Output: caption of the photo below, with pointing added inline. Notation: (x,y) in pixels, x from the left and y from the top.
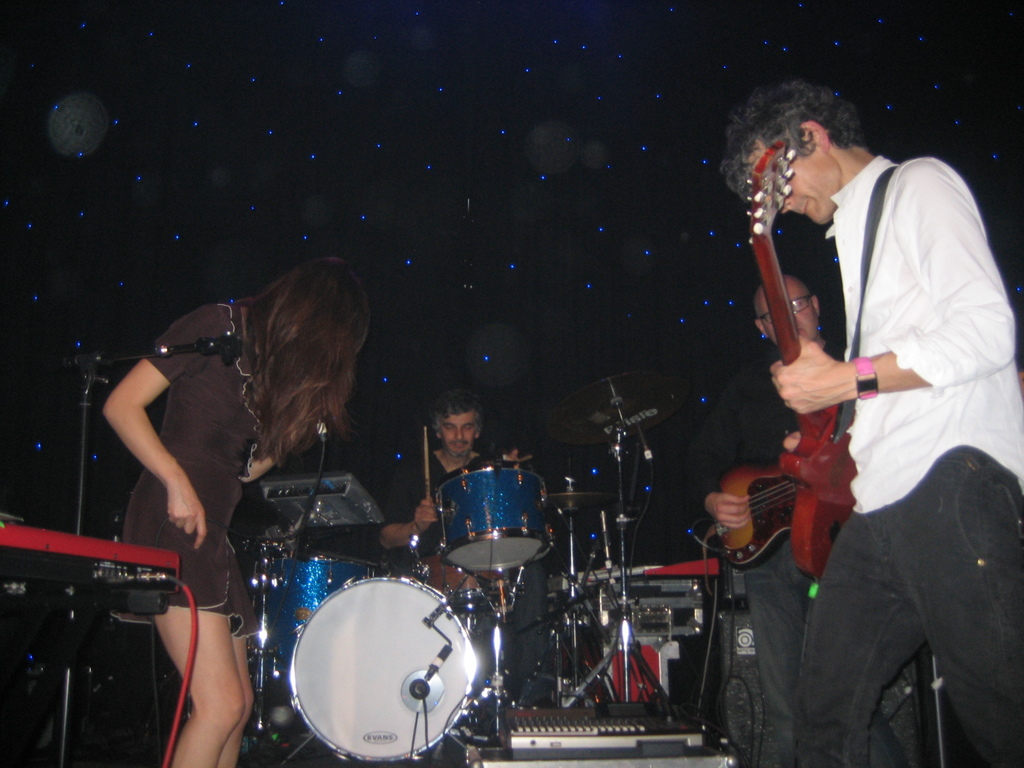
In this image i can see there are three men (948,405) and a woman (216,521), two men (972,406) are playing the guitar (843,494) and the man (456,456) sitting here are playing the drums (319,560).
